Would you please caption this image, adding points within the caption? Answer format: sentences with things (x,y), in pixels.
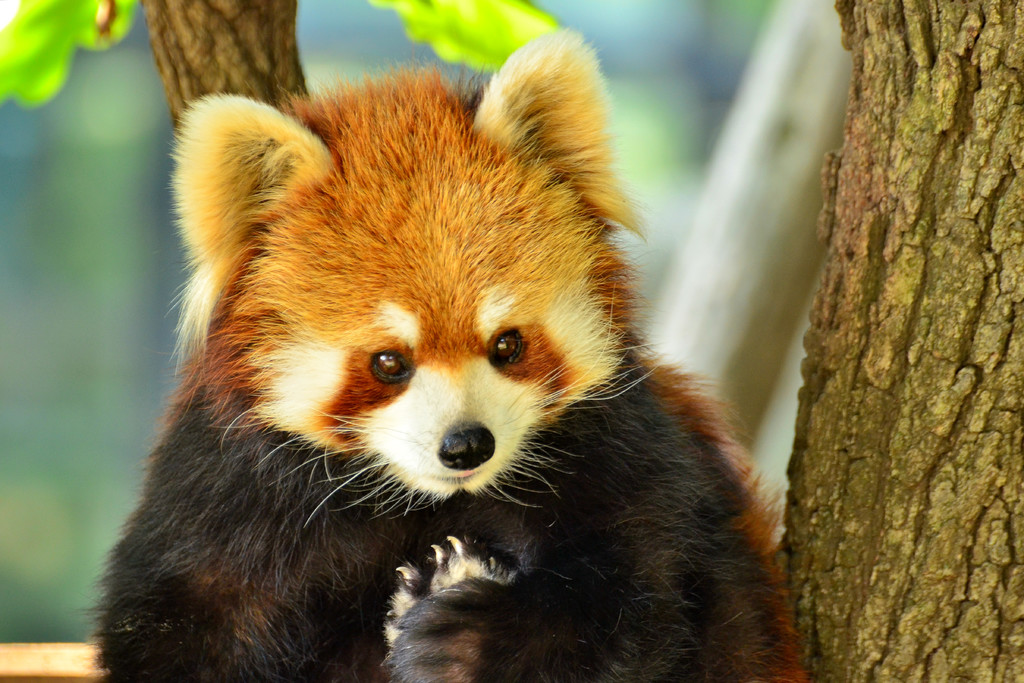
In this image in the foreground (491,506) there is an animal (608,439) and in the background (815,301) there is tree (282,75), and there is a blurry background (124,335).
